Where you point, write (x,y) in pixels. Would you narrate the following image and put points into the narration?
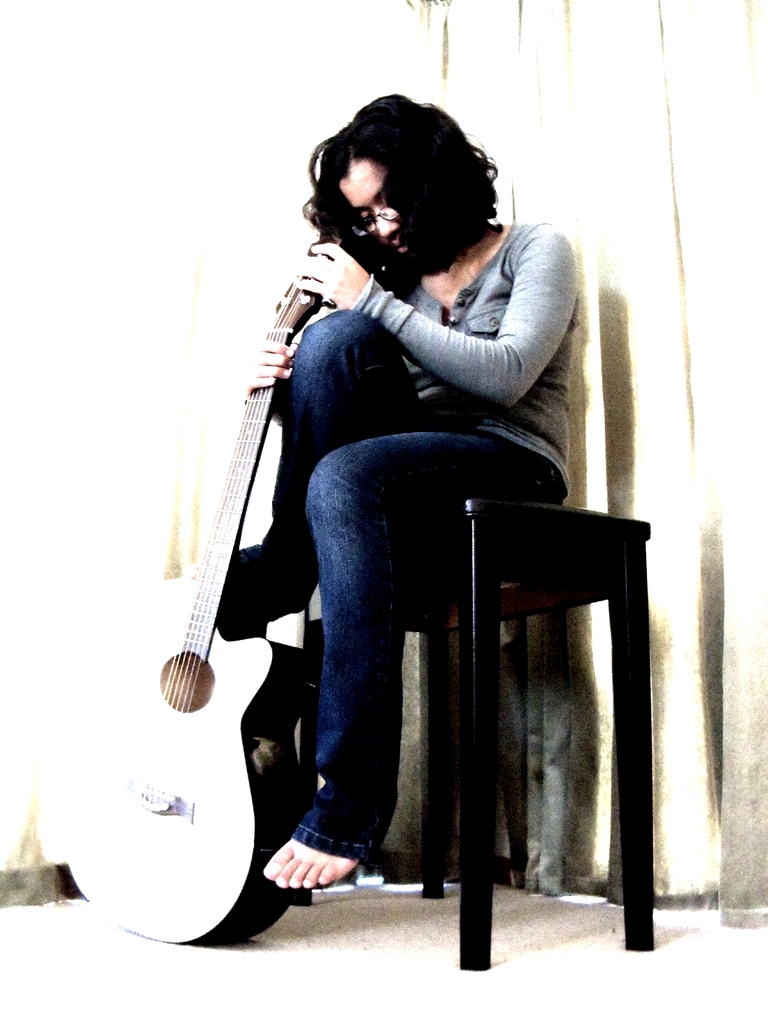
There is a woman (441,189) sitting on a stool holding a guitar (292,706).
